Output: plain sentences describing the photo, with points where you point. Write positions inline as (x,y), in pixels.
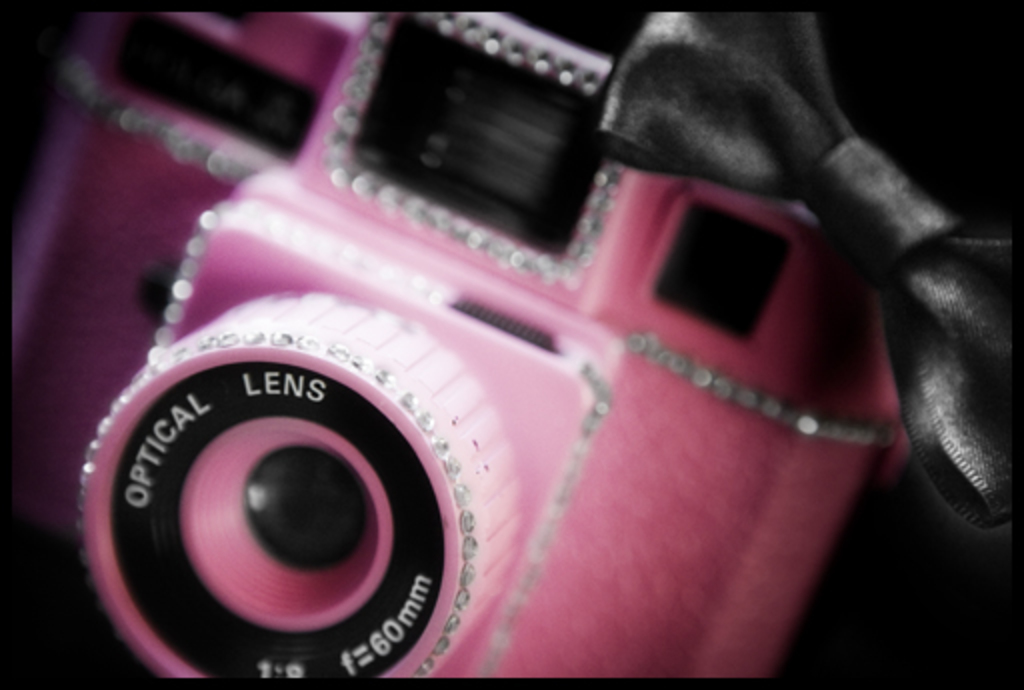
In the image there is a pink color camera (659,306) with a ribbon (851,226) above it.
